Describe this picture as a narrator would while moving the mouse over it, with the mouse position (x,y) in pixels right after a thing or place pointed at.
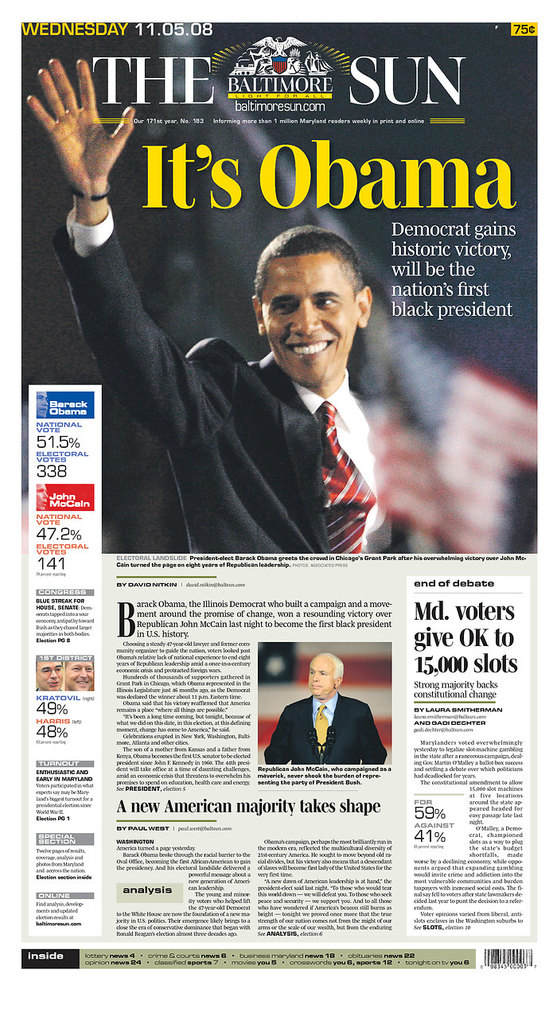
In this image we can see poster (178,596) with text (259,804) and images (367,349) of persons (167,537).
